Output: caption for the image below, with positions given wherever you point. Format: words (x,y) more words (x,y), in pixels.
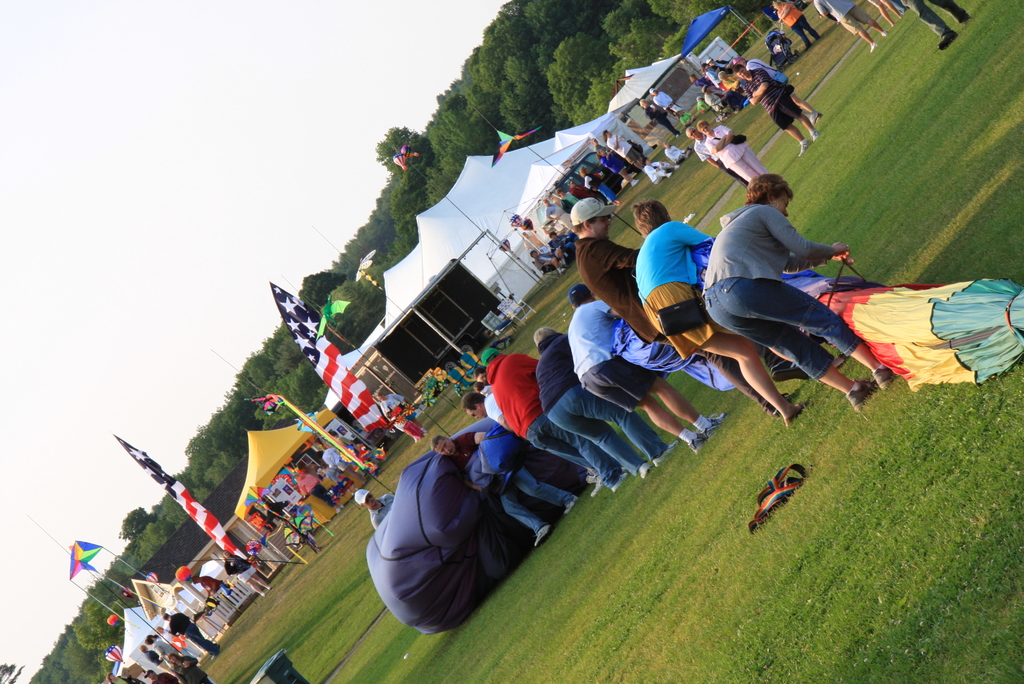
In this image, I can see groups of people (721,162) standing and few people (553,421) are holding a hot air balloon (497,499). I can see the flags (161,471) hanging to the poles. These are the canopy tents (430,269). I can see the trees (259,361). This is the grass (863,414). I think this is the kind of a belt (793,478), which is lying on the grass (764,532).
